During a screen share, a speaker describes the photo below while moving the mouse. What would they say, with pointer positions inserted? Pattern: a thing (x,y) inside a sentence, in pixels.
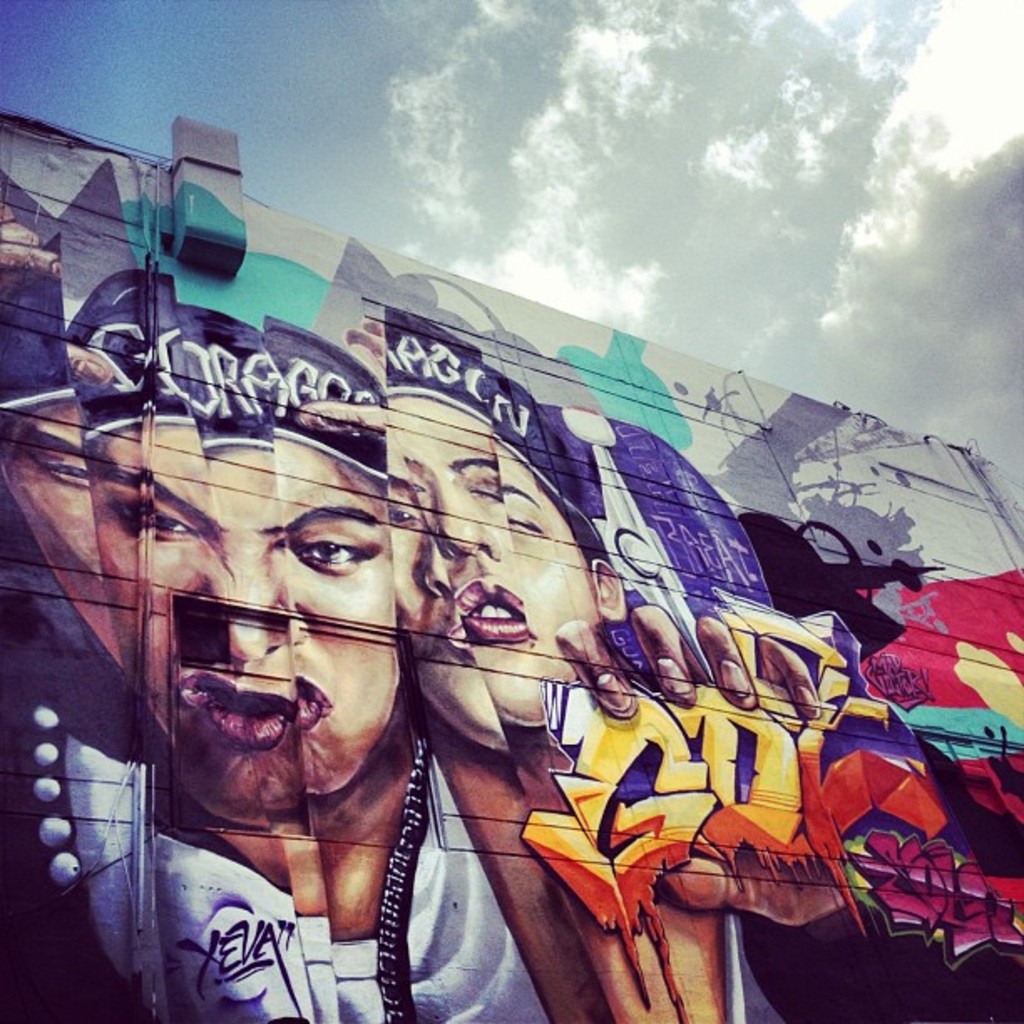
In this picture there is graffiti (524,718) on the wall (486,609) and we can see clouds (629,130) in the sky (614,124).
